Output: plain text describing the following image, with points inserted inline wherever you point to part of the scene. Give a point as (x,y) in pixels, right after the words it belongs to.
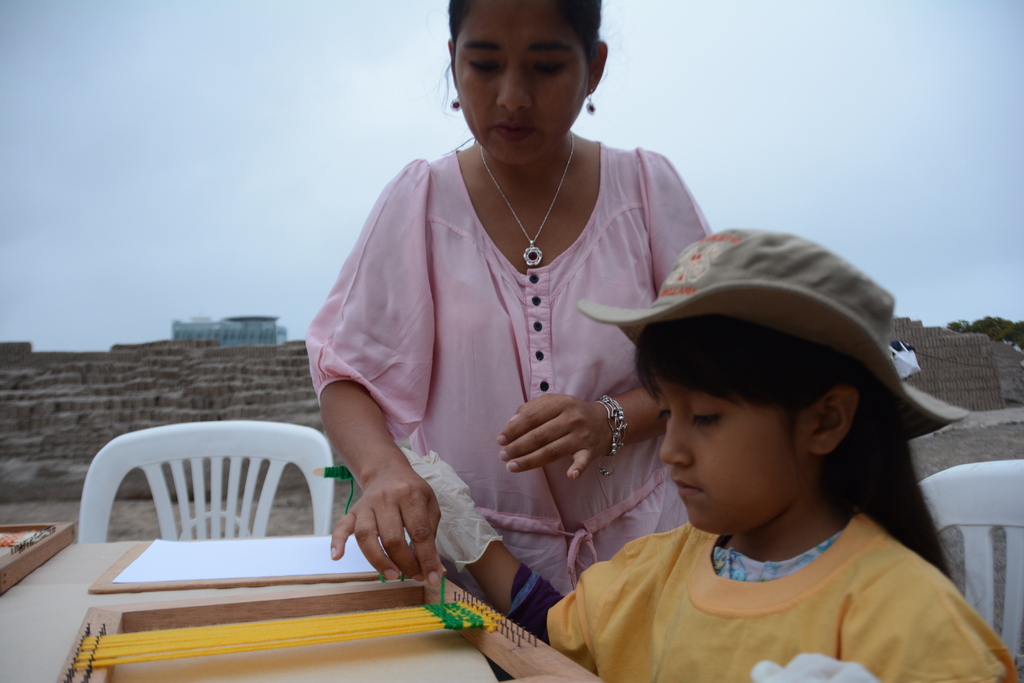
In this image I can see a woman (494,433) standing beside the table (223,593). On the right side of the image (763,576) there is a girl (821,577) sitting on the chair (989,526) and wearing a cap (771,268) on her head (730,334). On the top of the image (228,163) I can see the sky (136,100) in blue color. On the table (300,654) there are some papers (219,578). In the background (165,389) there is a wall (129,399).
